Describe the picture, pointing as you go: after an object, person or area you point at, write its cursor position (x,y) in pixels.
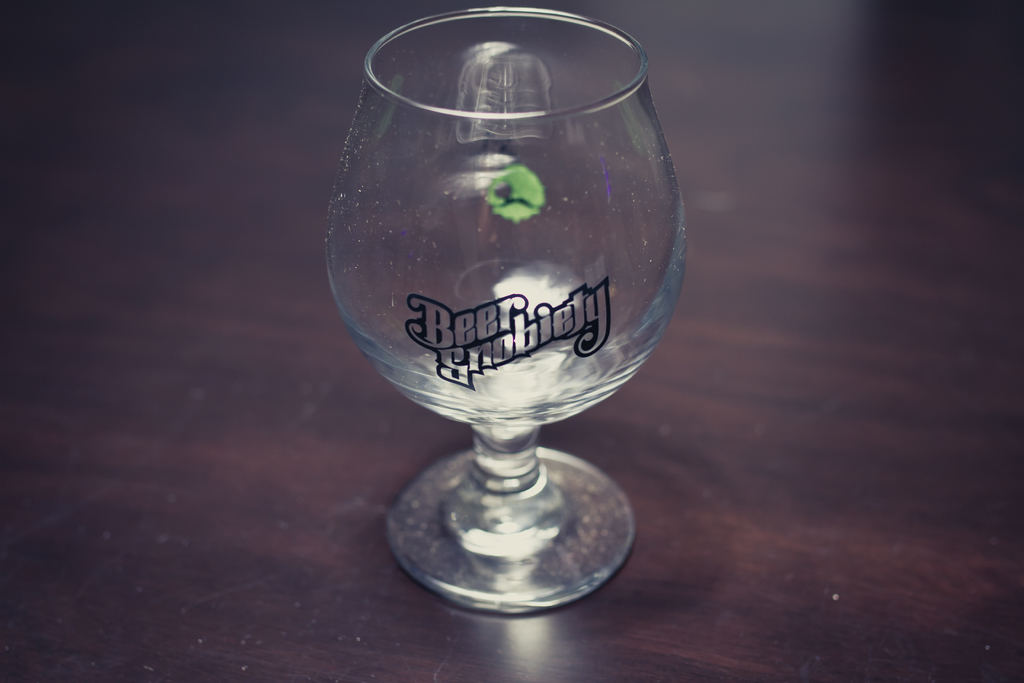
In this image we can see a glass (452,174) on which some text (566,315) is written.
